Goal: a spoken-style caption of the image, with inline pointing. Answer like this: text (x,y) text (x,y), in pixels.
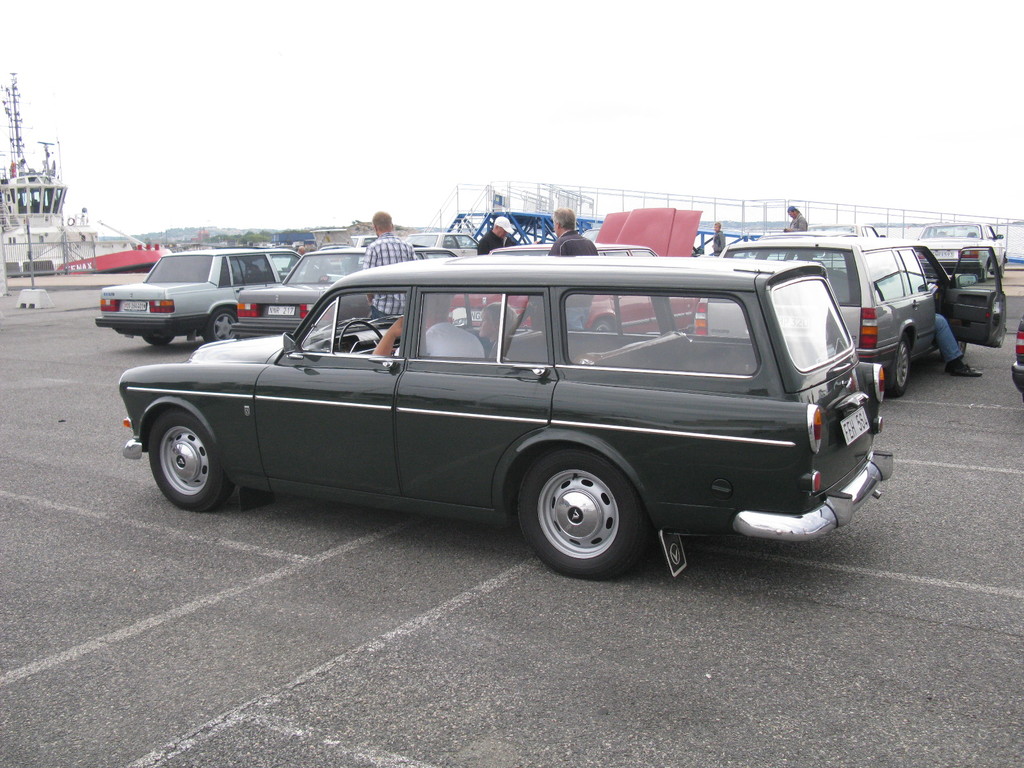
In this image I can see many vehicles (250,407) on the road (285,578). These vehicles (296,353) are in different color. To the side of these vehicle (440,240) few people (569,227) are standing and few people (434,337) are sitting inside the vehicles (310,365). To the left (39,254) I can see the ship (13,207). In the back (104,191) I can see the white sky (301,96).
